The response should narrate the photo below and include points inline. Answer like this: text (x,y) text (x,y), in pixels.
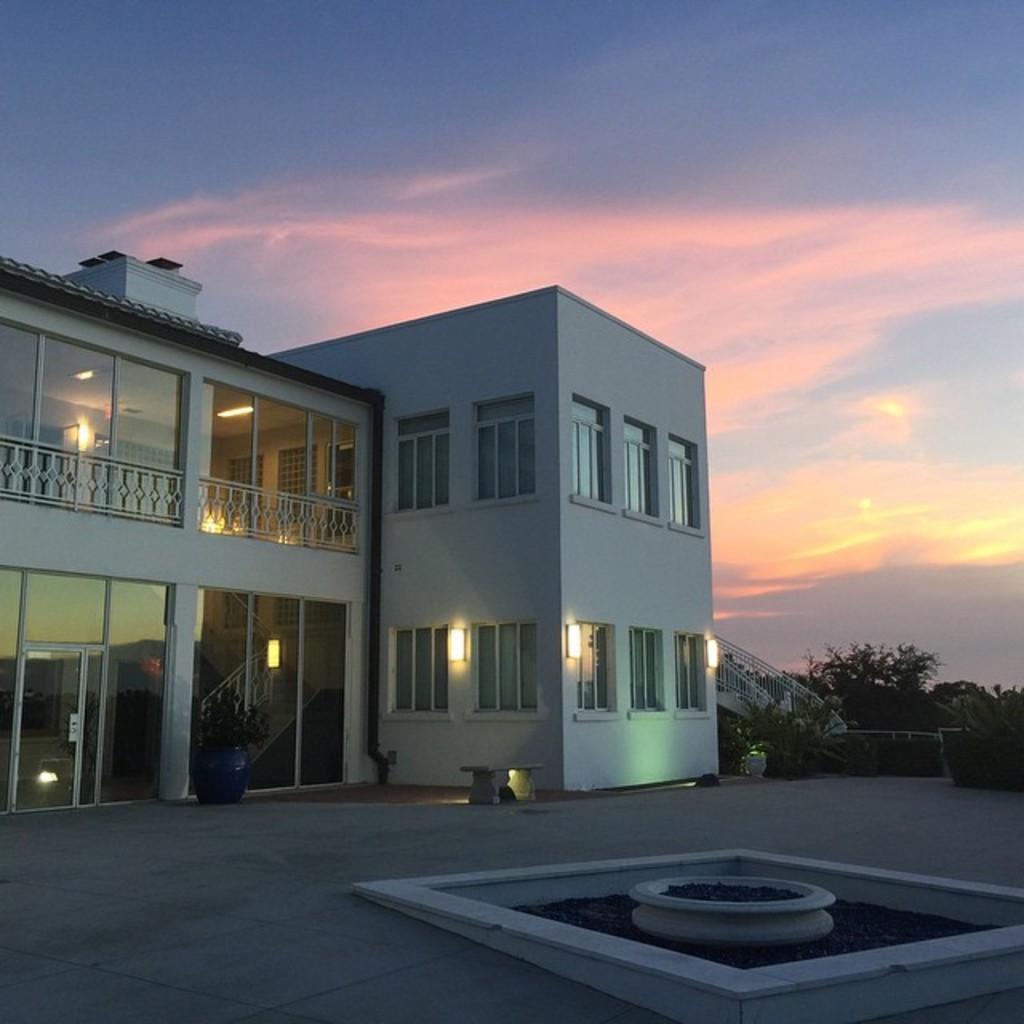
On left (155,649) there is a building (438,605). Here we can see windows (633,639), doors (29,804) and fencing (107,479). On the bottom right (903,879) there is a fountain block (693,930). On the right (910,646) background (1006,736) we can see stairs (784,699) and many trees (898,676). On the top (846,155) we can see sky (980,277) and clouds (731,244).
